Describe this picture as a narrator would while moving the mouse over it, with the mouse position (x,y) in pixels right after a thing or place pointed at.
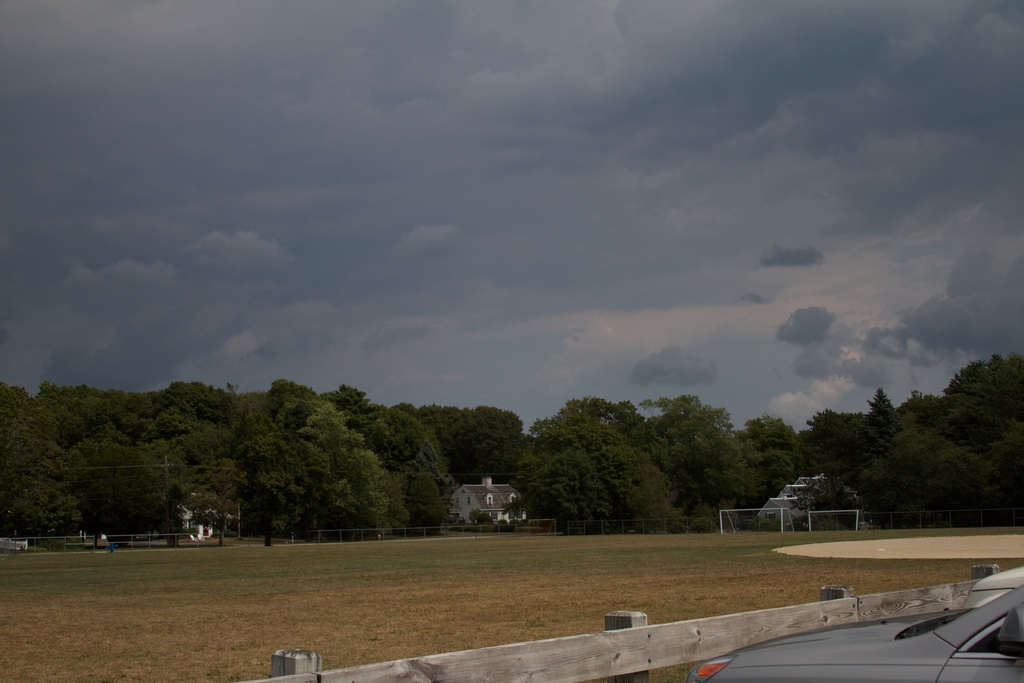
In the picture we can see a car (881,648) which is gray in color and behind it, we can see a railing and behind it, we can see a ground (306,572) with a grass (786,569) and some part with the path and far away from it we can see a house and trees (834,474) and in the background (444,352) we can see the sky (446,244) with clouds (450,216).
